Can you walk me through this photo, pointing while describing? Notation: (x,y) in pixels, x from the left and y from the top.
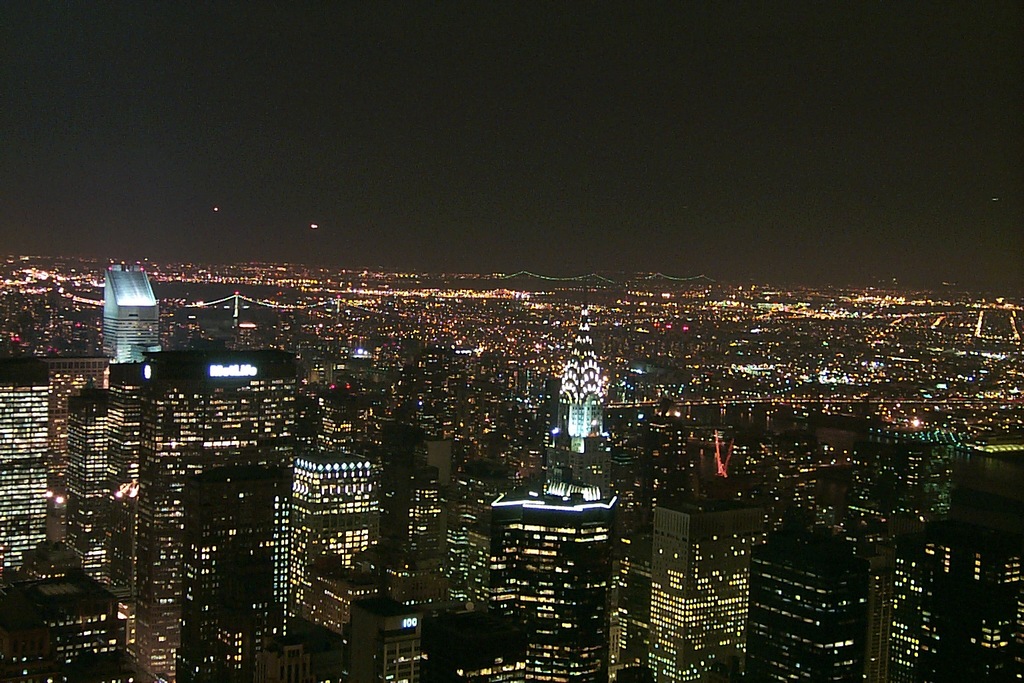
This picture is an aerial view of the city (586,521). In this image, we can see some buildings (480,378), towers (221,448), bridges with lights (199,303). At the top (613,115), we can see black color.
